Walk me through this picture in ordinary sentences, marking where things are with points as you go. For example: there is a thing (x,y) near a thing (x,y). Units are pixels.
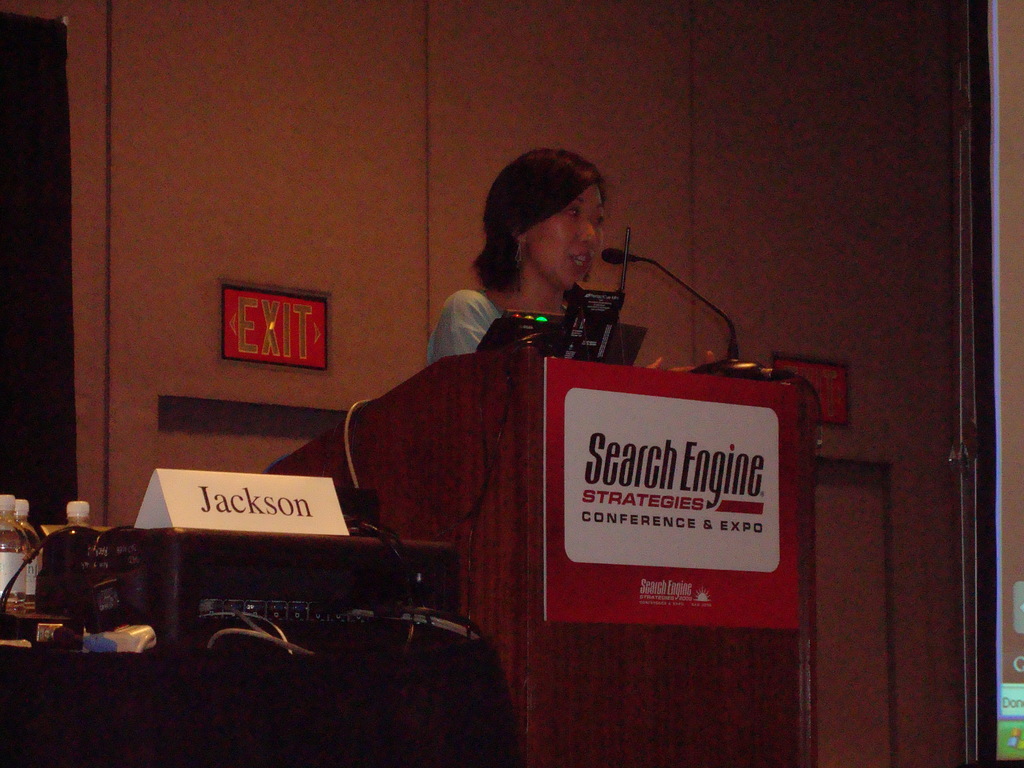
In this image there is a woman (507,259) standing near the podium (674,415) and speaking in the mic (611,252). There is a board (599,494) attached to the podium (524,504). On the right side (1012,252) there is a screen (1012,287). On the left side (232,672) there is a table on which there are bottles (75,525) and an amplifier (277,560). On the amplifier (314,557) there is a name board (241,502). In the background (277,322) there is a exit board symbol (291,317) attached to the wall (305,124).
